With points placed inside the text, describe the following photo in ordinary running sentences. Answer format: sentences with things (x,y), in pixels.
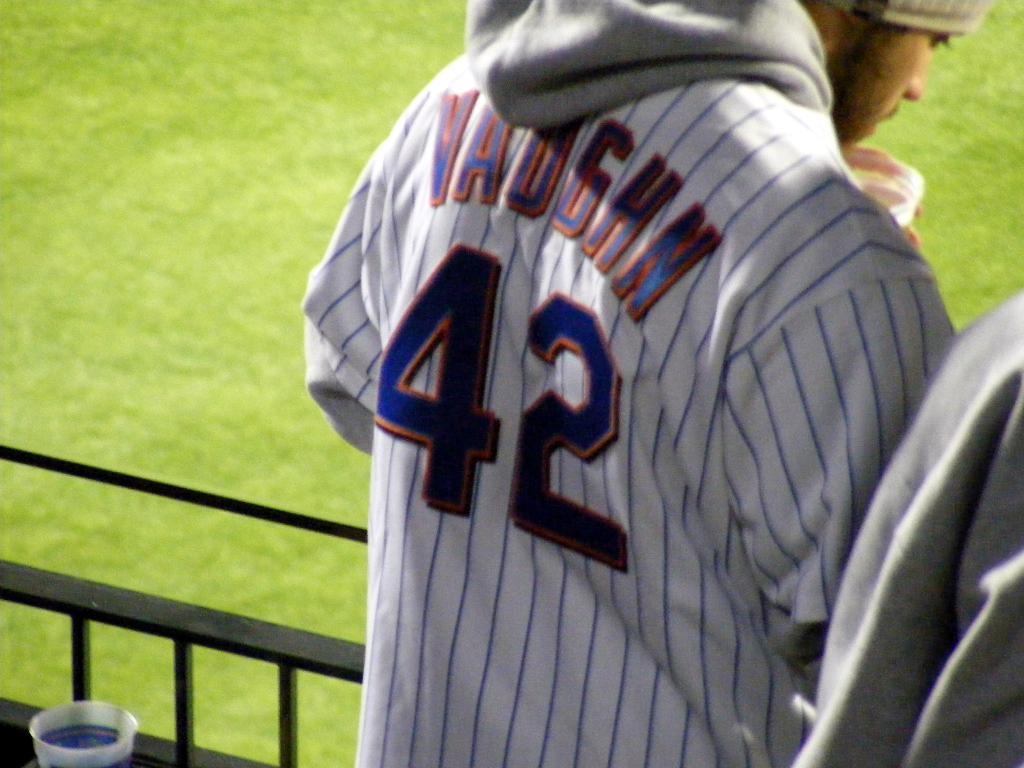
In this picture we can see a person (708,181) holding a cup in his hand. There is another person (820,732) on the right side (820,732). We can see a cup (68,738) and a fence (11,723) on the left side (169,496). Some grass (17,497) is visible on the ground (74,518).
